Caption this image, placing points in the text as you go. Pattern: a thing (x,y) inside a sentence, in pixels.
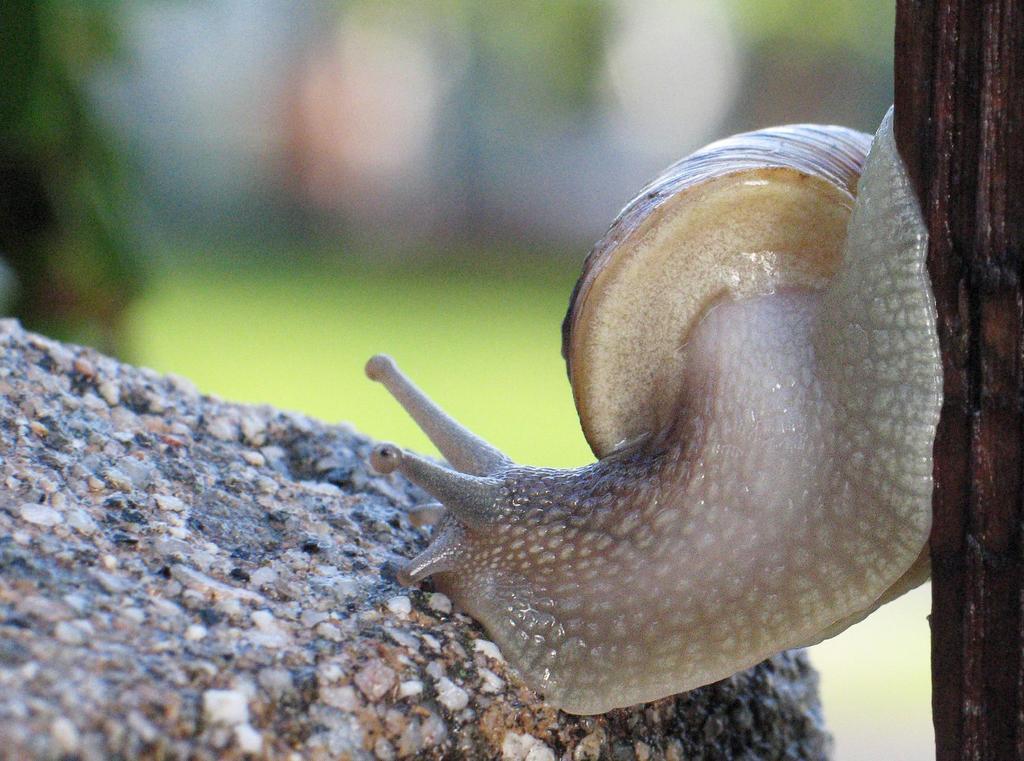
In the picture I can see the snail (843,359) on the right side (741,343). It is looking like a rock (343,591) on the left side of the picture (339,568).
